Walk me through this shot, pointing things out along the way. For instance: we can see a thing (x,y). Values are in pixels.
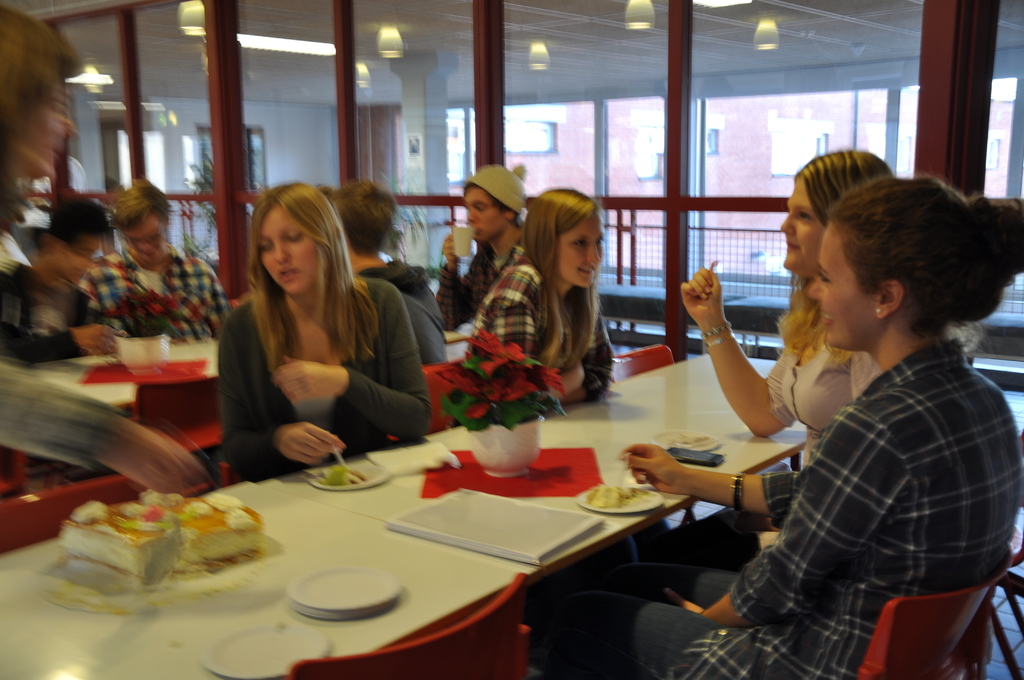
In the there are few woman (387,376) sat on chairs (895,651) on either sides of table (436,601), the table (342,627) had cake (233,527), plates (329,600), bowls (499,454) on it and back side of them there is group of men (149,228) sat in similar way like them. it seems to be in a hotel (387,158).
